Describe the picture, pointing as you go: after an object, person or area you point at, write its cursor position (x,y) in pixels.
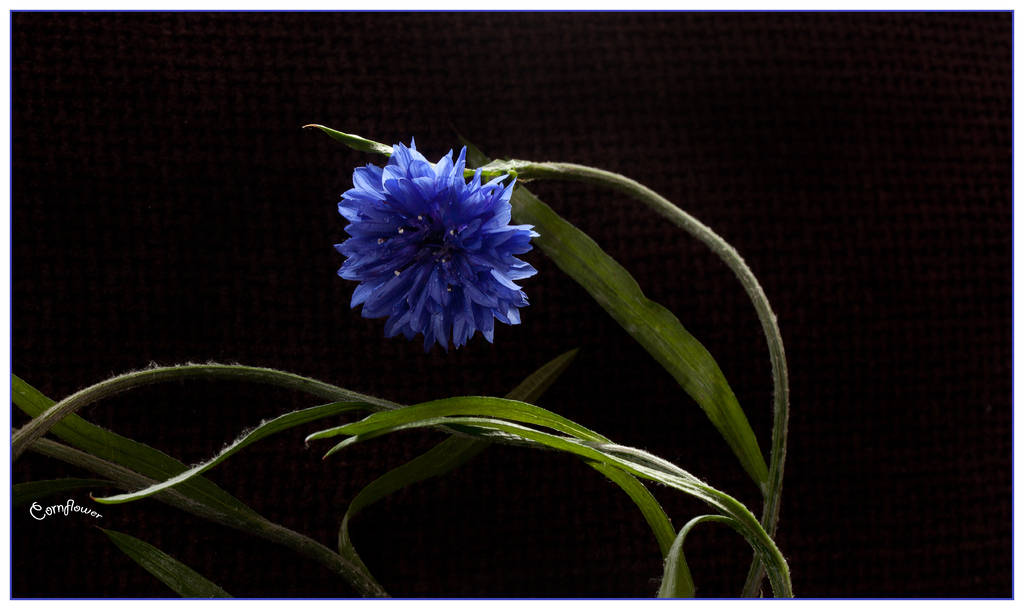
In this image in the foreground (445,303) there is a plant (117,497) and a flower (410,250), and on the left side of the image (49,510) there is some text (82,510) and there is black background (928,536).
